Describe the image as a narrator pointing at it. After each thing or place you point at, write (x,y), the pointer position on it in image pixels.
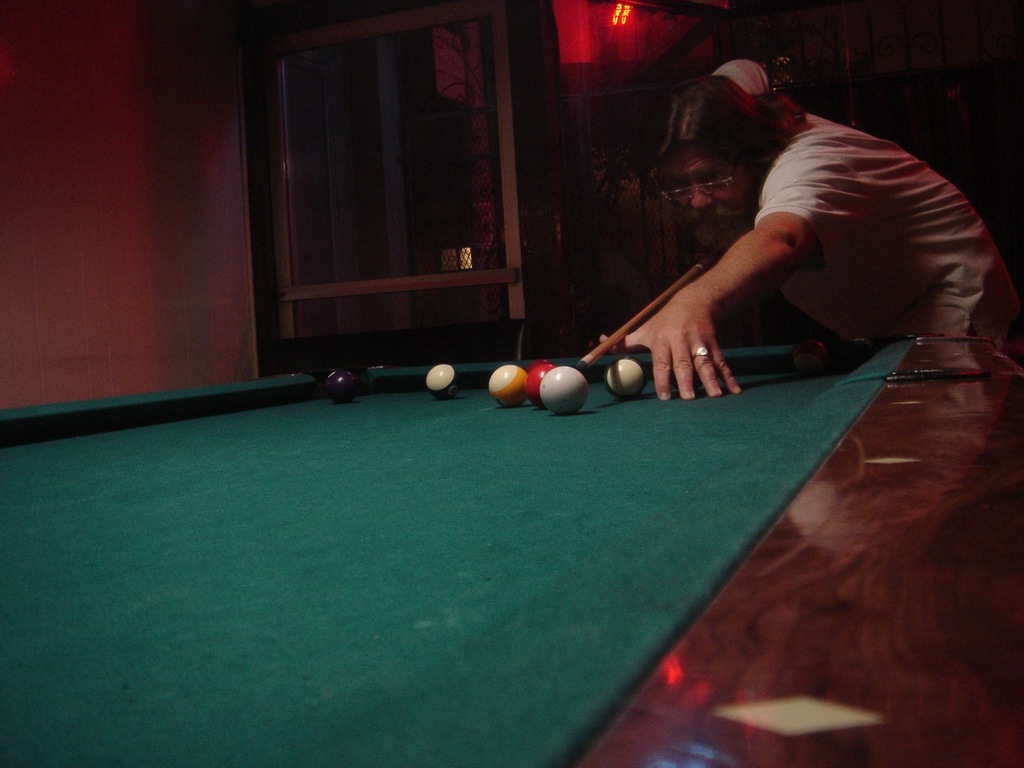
In the image there man (763,197) playing snooker on a snooker board (520,402), the room (511,218) is total dark and there is a red light (622,8) in the middle of the room (624,21).
